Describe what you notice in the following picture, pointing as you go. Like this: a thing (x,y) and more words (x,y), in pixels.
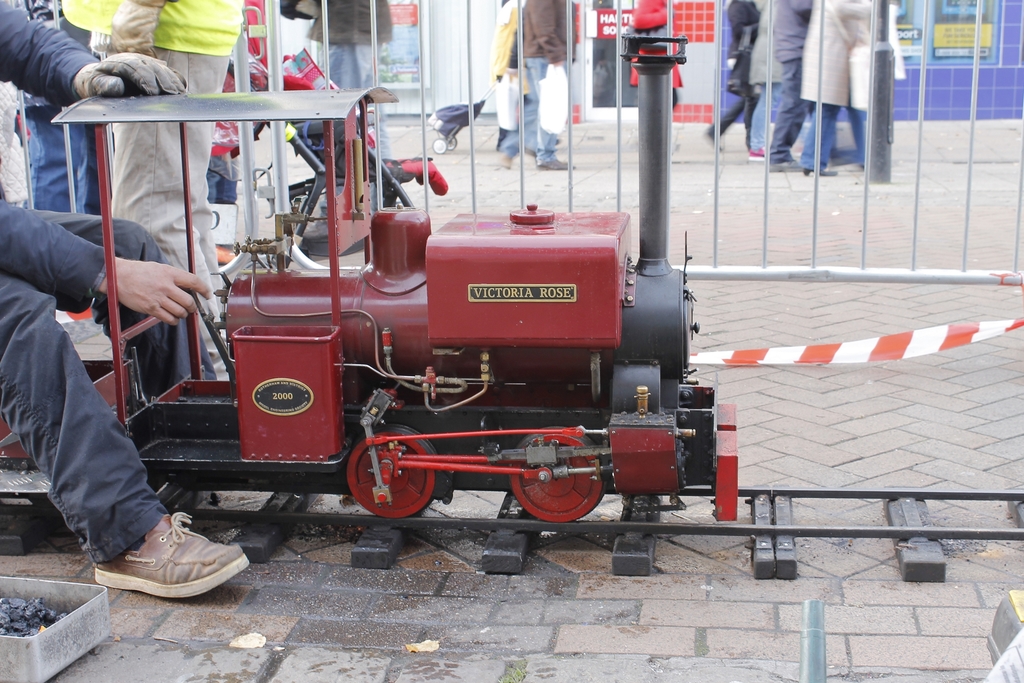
This image is taken outdoors. At the bottom of the image (350,639) there is a floor (557,605). There is a metal rod (823,645). In the background (748,101) a few people (532,54) are walking on the floor (710,126). There are a few boards (612,22) with a text (960,32) on them. There is a wall (696,44) and there is a door (599,37). There is a railing (248,86) and a man (164,60) is standing on the floor (431,143). On the left side of the image (10,376) a man (148,305) sat on a toy train (380,448). There is a train (387,369) on the track (995,531). There is a bowl (66,609) with a few things (19,613) on it. On the right side of the image (1020,624) there is an object (1011,605) on the floor (976,645).
